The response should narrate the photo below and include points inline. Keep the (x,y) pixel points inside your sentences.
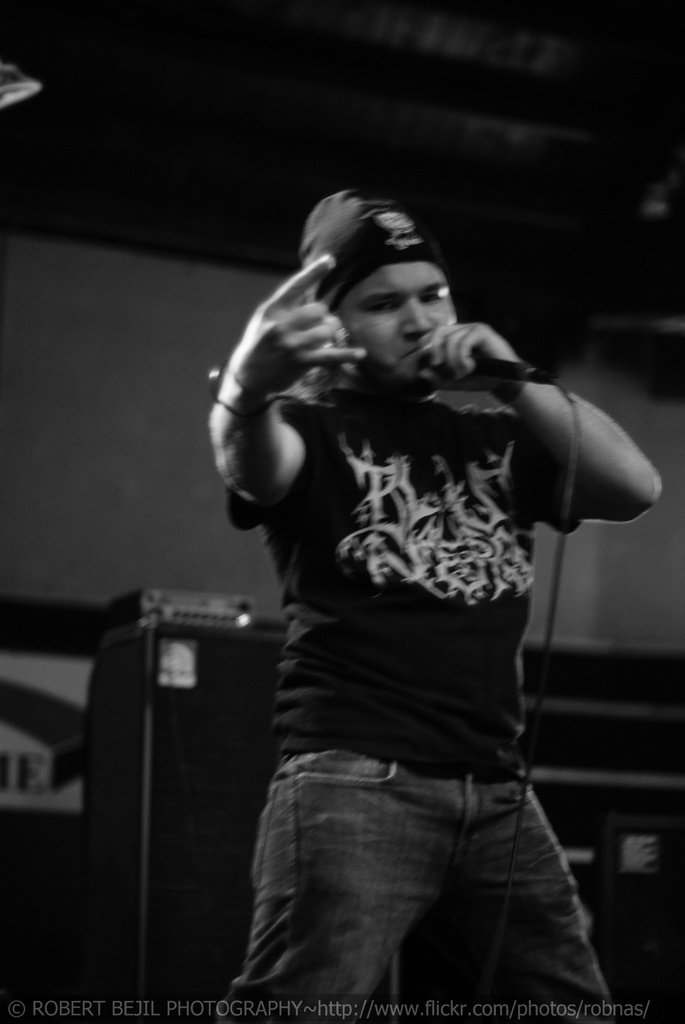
In this image we can see a person (336,459) wearing cap (349,253). He is holding a mic (497,378). In the back (218,707) there is a cupboard (215,678). In the background (170,482) there is a wall (150,466).
